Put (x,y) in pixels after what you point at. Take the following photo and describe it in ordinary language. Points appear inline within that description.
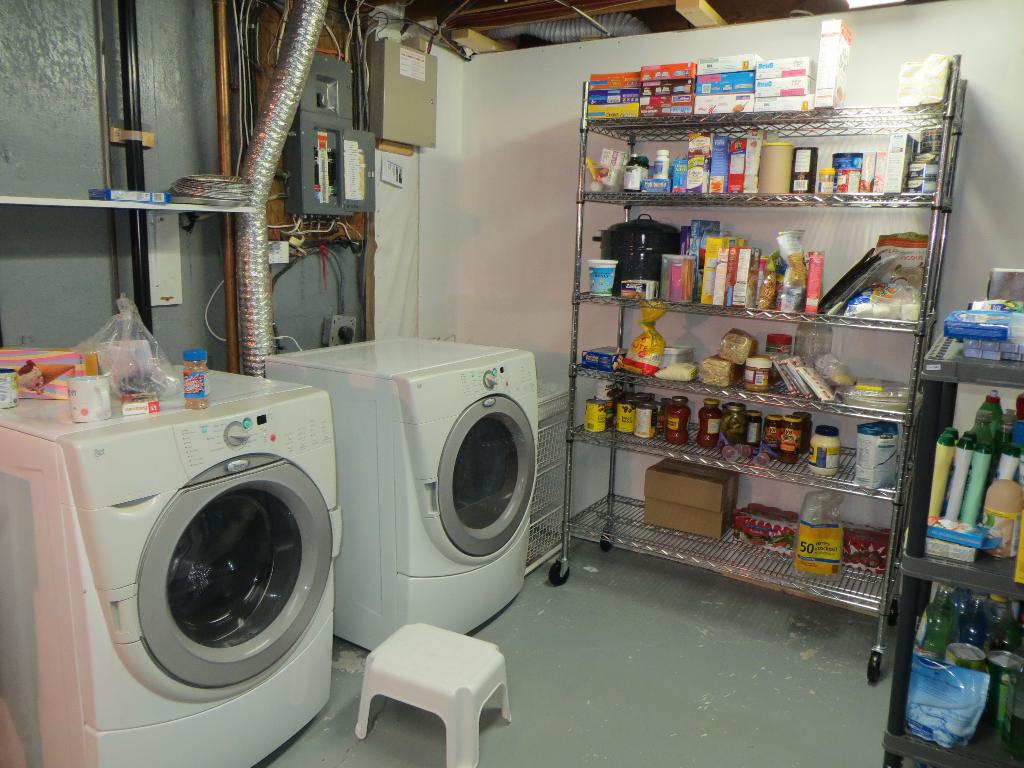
In this image, there are washing machines (445,556) and a stool (471,729) on the floor (600,693). I can see bottles (958,484), jars (743,430), a cardboard box (722,501), packets (808,363) and few other things (819,269) in the racks (833,126). Behind the washing machines (380,361), I can see the wires (296,253), a fuse box (301,166), pipes (251,268) and few other objects (414,127) to the wall (191,66). On the left side of the image (79,404), there is a cup (99,407) and few other things (148,365) on top of a washing machine (108,423).
